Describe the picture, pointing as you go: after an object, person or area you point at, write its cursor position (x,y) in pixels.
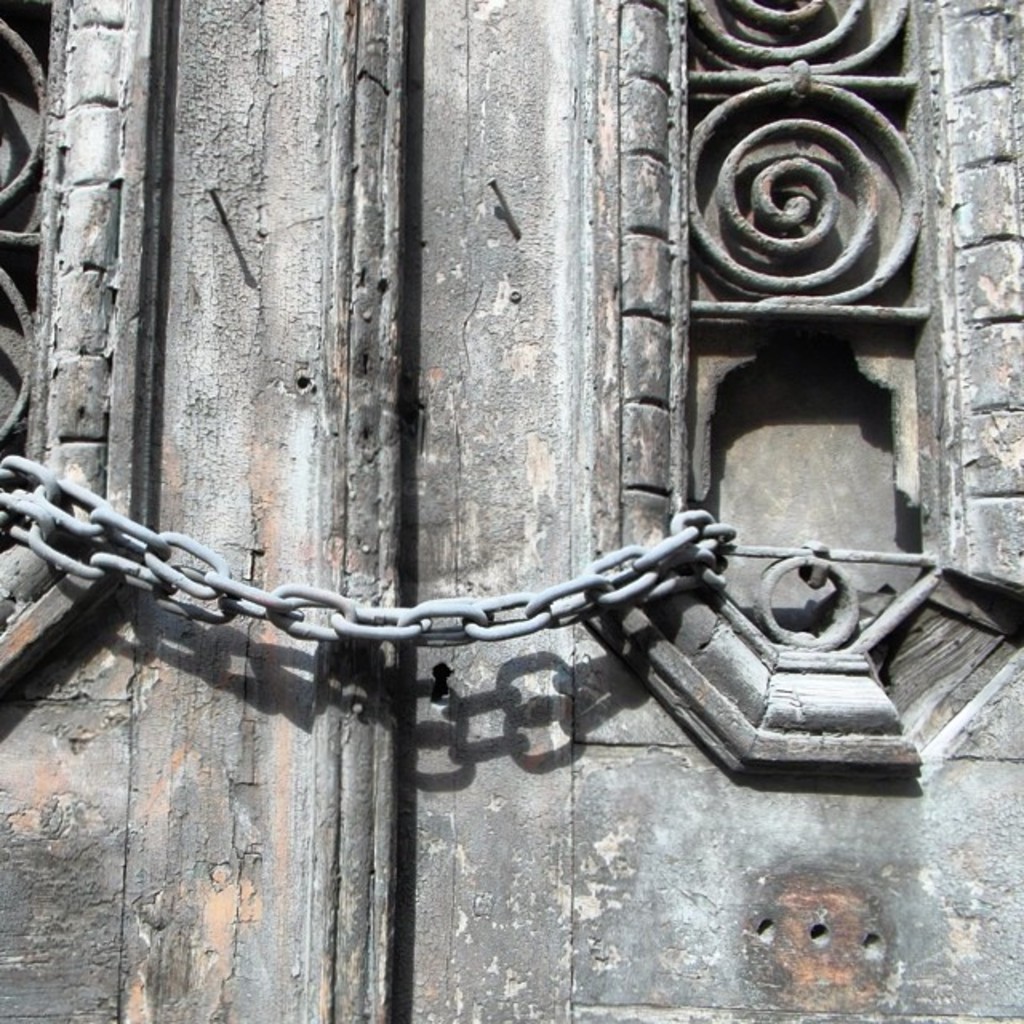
In this image I can see an iron chain (722,550), few Iron nails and shadows (514,717).
